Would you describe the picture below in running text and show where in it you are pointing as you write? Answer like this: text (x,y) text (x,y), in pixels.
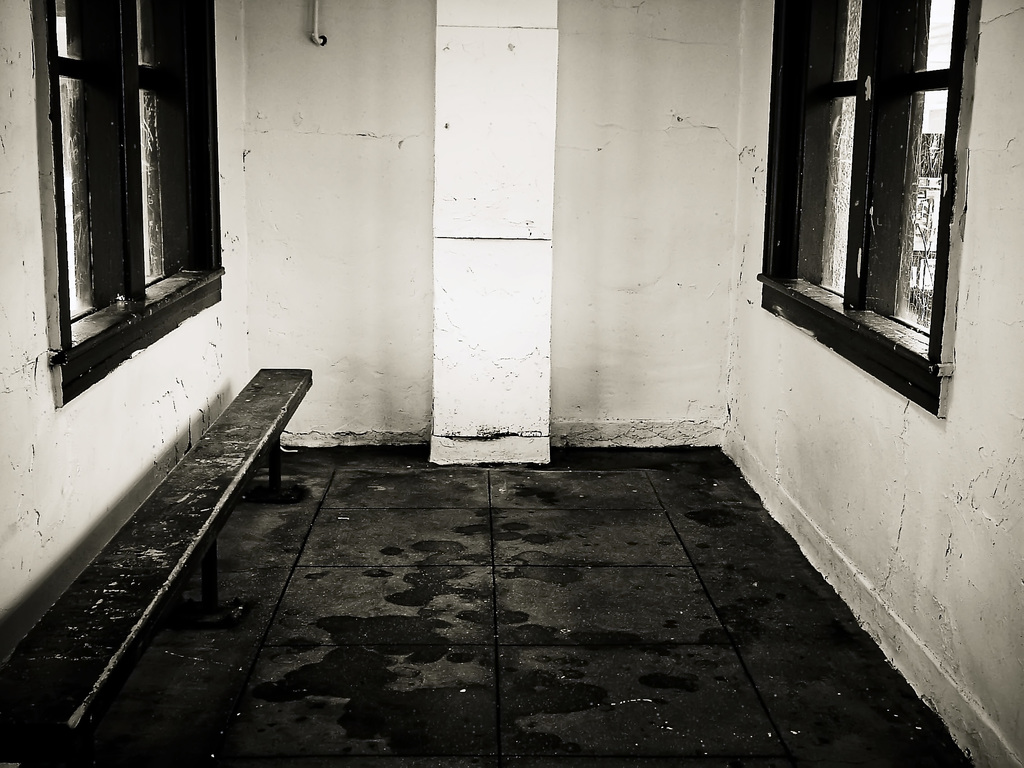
In this image, we can see the ground (331,513) and a metal bench (167,567). We can see the wall (218,63) with some windows (57,123) and objects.
